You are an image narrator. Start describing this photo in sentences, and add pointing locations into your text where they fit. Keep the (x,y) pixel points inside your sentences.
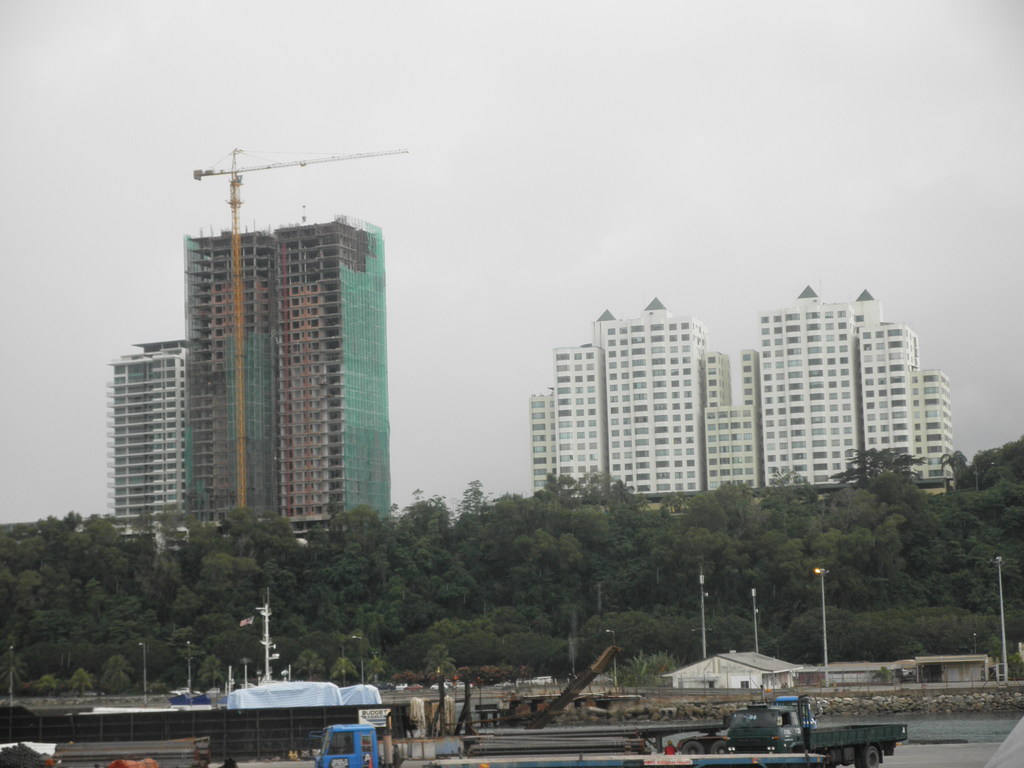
In this picture we can see there are vehicles (741,746) and some objects (306,734). Behind the vehicles (754,734) there is the water (920,722), poles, trees (407,570), buildings (386,382) and a crane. Behind the poles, those are looking like houses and behind the buildings (750,409) there is the cloudy sky (800,141).
